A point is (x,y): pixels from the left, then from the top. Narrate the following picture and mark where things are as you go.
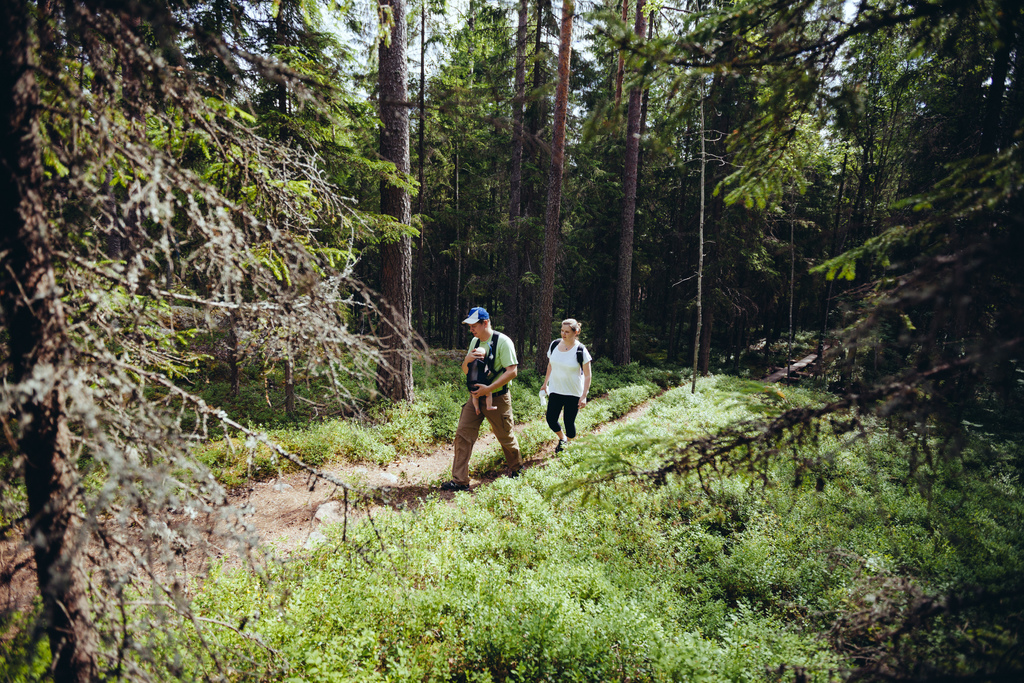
This picture is clicked outside. In the center (566,368) we can see a woman (572,380) wearing white color t-shirt (566,382), holding an object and walking on the ground (551,447) and we can see a person (499,351) carrying a baby (482,350) and walking on the ground (500,464) and we can see the green grass (460,530), plants (433,380), trees (557,134), sky (592,53) and some other objects (474,380).
